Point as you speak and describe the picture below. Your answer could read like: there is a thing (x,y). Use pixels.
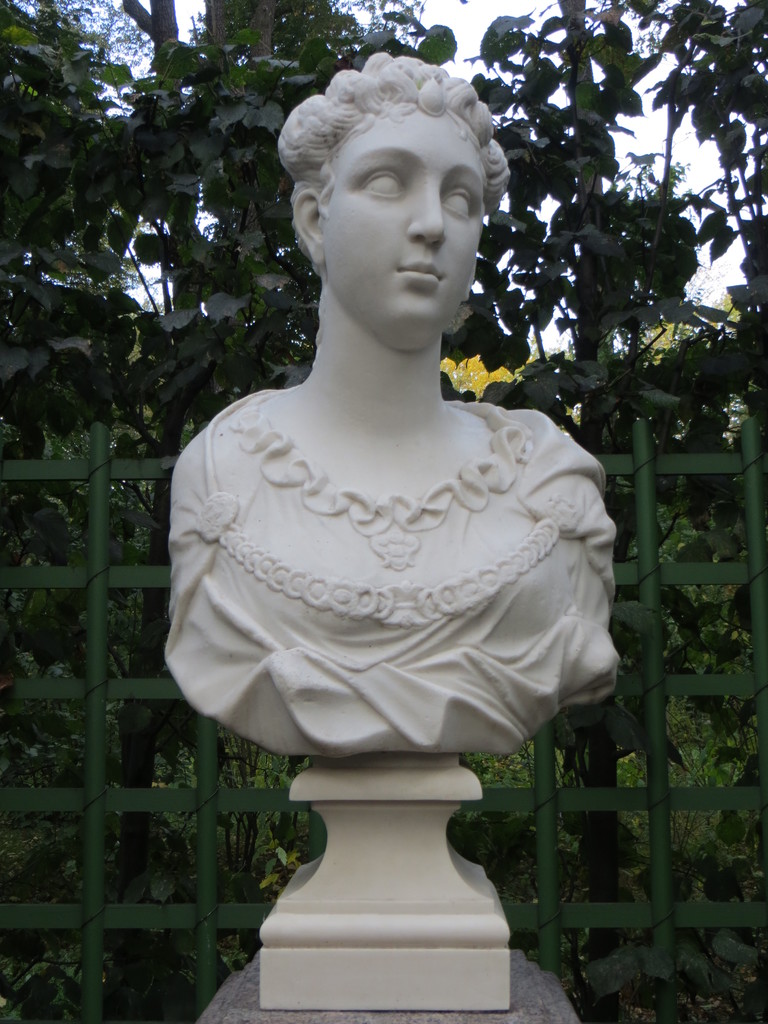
In the image there is a statue (377,702) of a person (337,654). Behind the person (240,626) there is a fencing (102,547). Behind the fencing (93,500) there are plants (215,237) with leaves (215,237).
